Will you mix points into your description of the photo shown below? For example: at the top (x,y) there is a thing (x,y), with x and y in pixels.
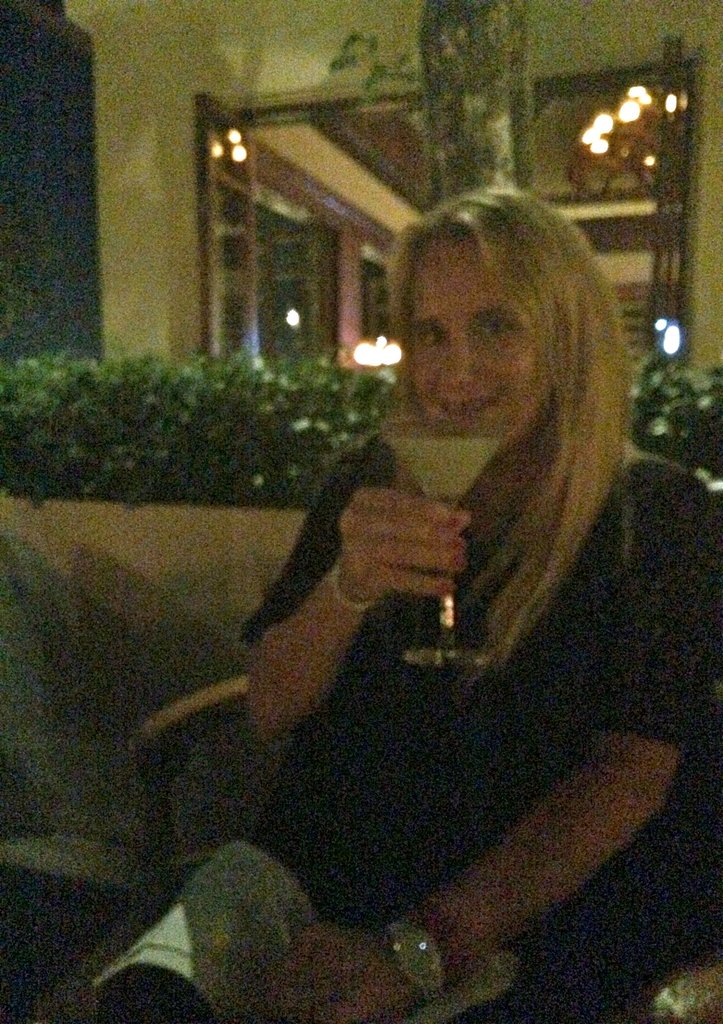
In the center of the image (317,504), we can see a lady (321,688) sitting on the chair (205,749) and holding a glass (426,479) with drink (433,487). In the background (176,412), there are lights (589,132) and we can see plants (210,419) and there is a wall (156,56).
